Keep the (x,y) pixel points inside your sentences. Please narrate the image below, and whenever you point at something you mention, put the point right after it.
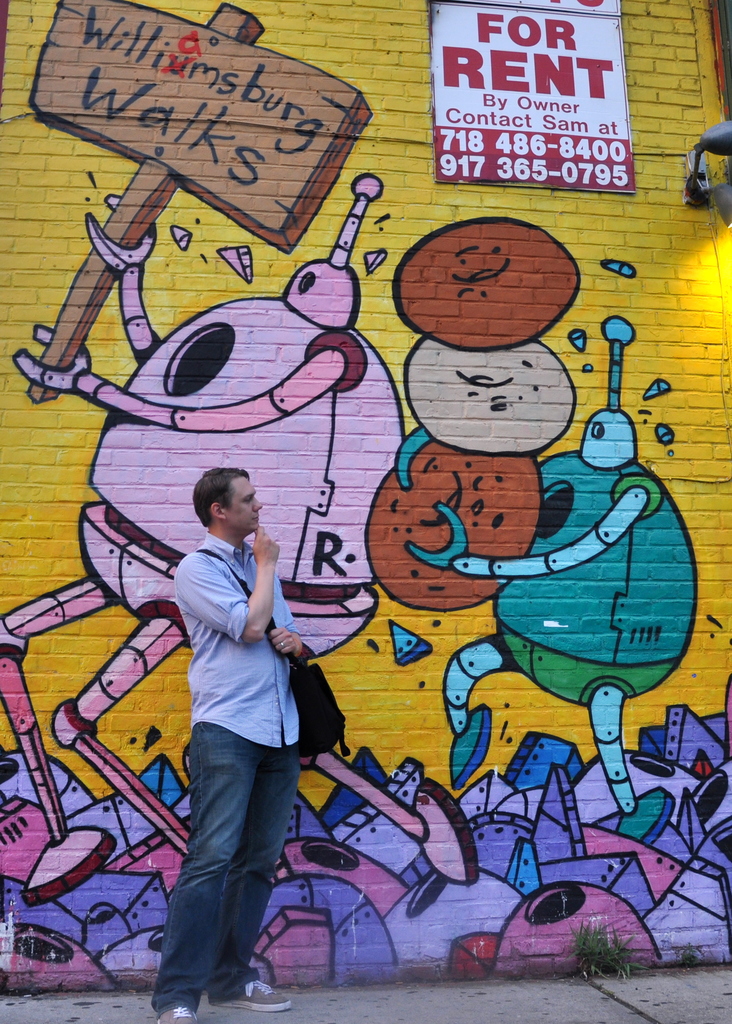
In this image we can see a man (290,744) holding a bag (307,695) and standing on the path (477,996) and behind the man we can see a graffiti (591,348) on the brick wall (474,428). We can also see the text board (439,111) and also numbers (542,153). Grass (592,948) is also visible in this image.
